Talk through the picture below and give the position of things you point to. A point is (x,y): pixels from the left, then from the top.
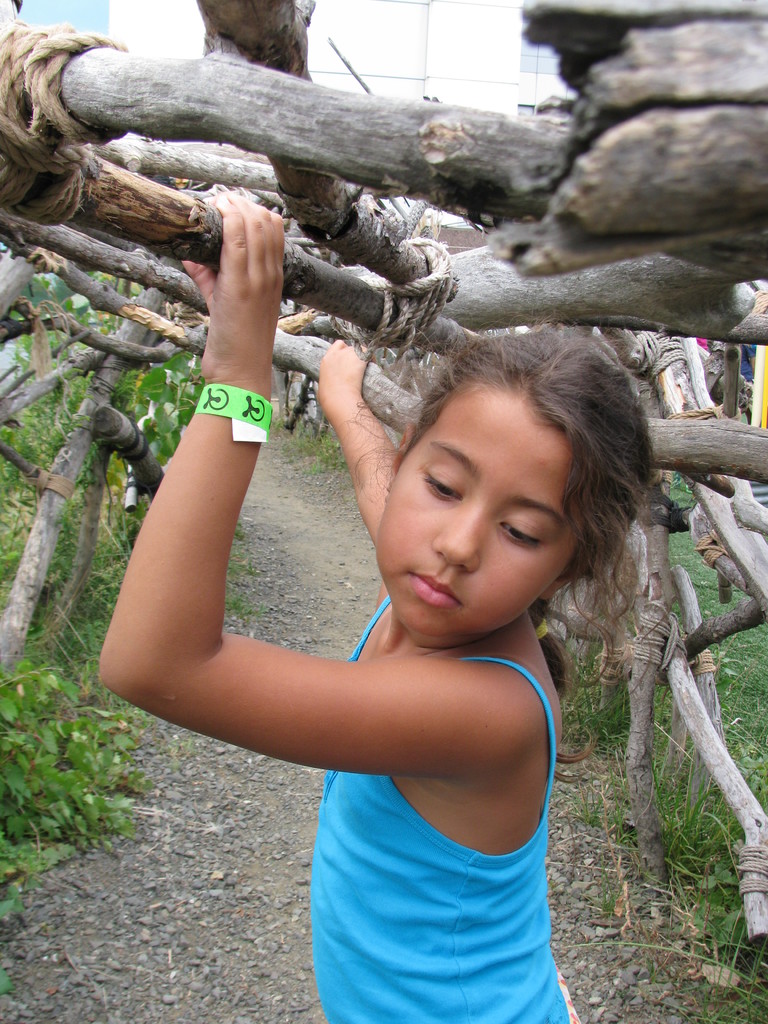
In the image there is a girl (237,367) standing. And there is a band (221,408) on her hand (243,445). Above her there are wooden sticks (230,122) with ropes (12,72). In the background (2,360) there are wooden poles (706,641). On the ground (145,892) there are stones (145,892) and also there are small plants (86,717).
